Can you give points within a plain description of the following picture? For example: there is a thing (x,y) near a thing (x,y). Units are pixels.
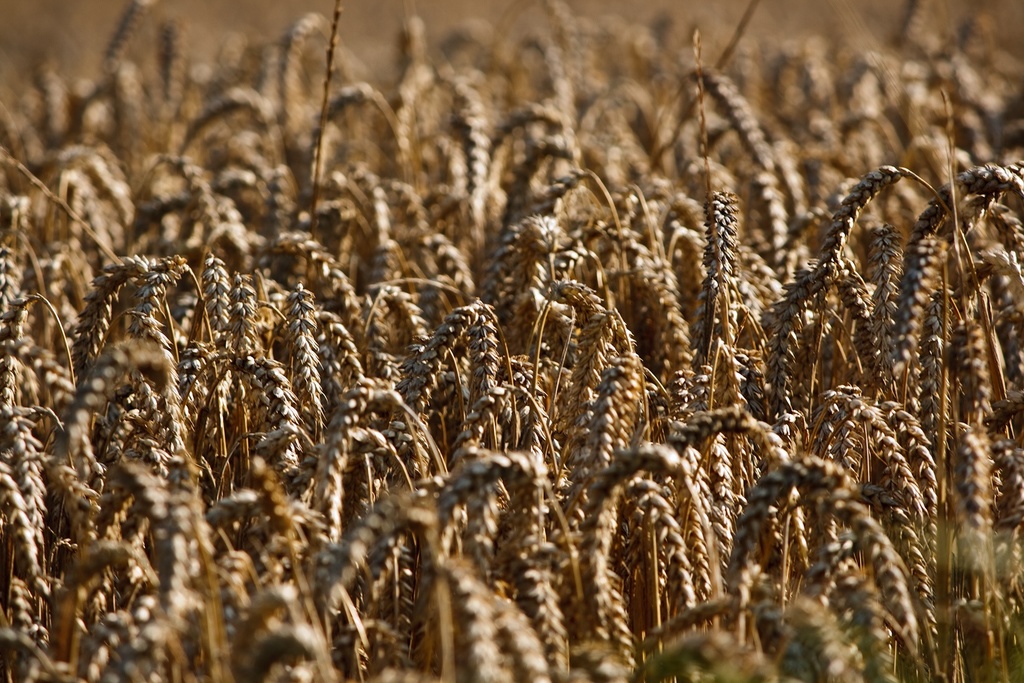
This image is taken in a wheat field (348,89).
